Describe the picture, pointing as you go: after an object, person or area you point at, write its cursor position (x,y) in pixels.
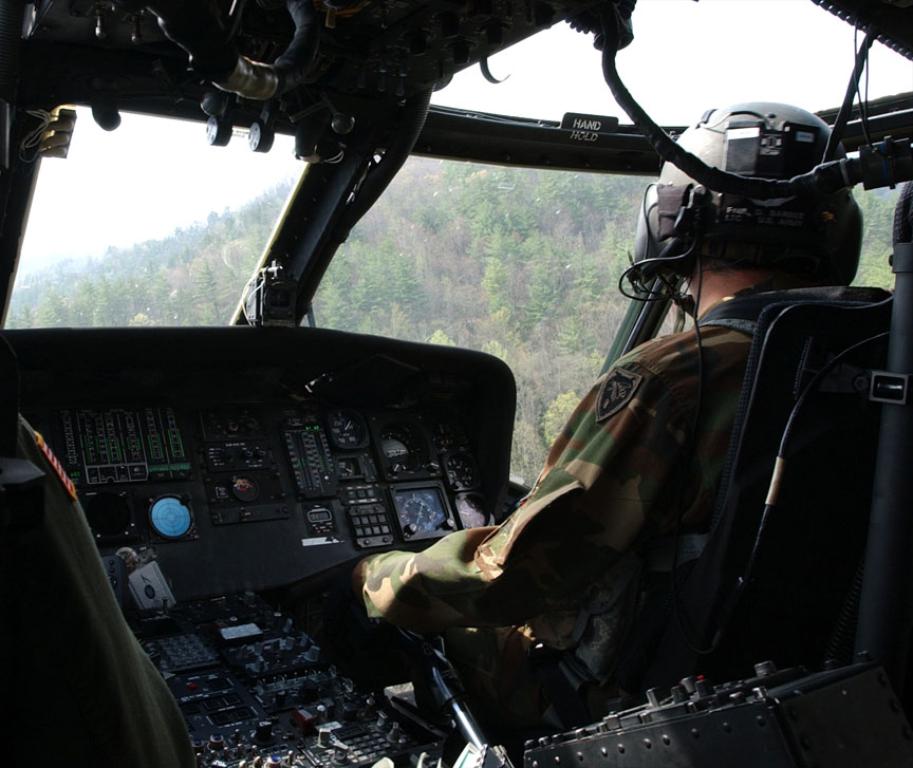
In the foreground (879,563), I can see a person (475,585) in a helicopter (505,449). In the background (452,315), I can see trees (419,278) and the sky (647,75). This image is taken in a day.
